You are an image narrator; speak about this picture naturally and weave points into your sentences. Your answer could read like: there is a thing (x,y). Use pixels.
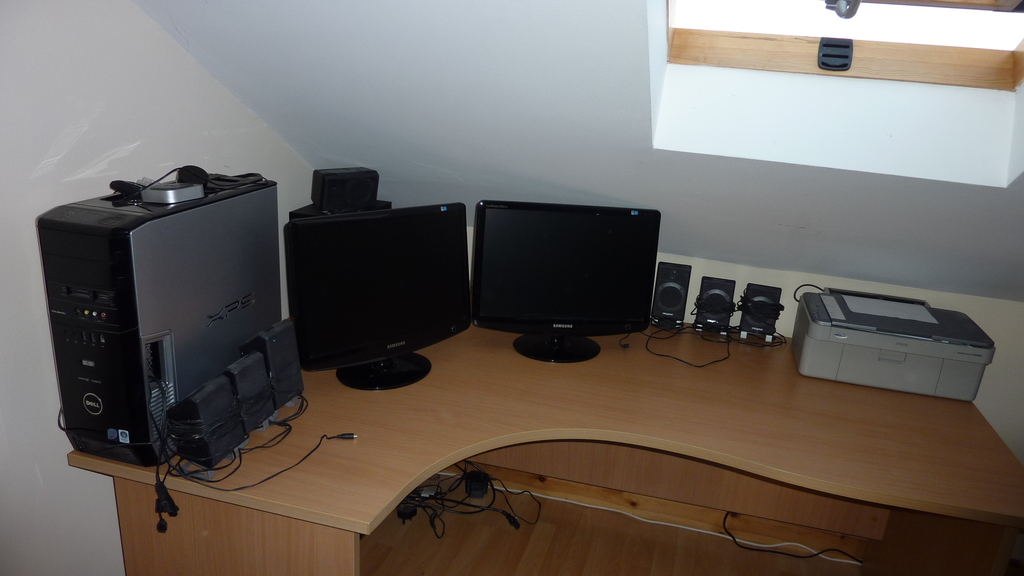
This picture is clicked inside the room (466,202) where there are monitors (466,282), cpu (262,294), speakers (230,415), wires (191,431), printer (884,338) on the table (440,427). Under the table (436,407) there are wires (510,519), adapters (476,481). At the left side (61,101) there is a white colour wall (78,102).
